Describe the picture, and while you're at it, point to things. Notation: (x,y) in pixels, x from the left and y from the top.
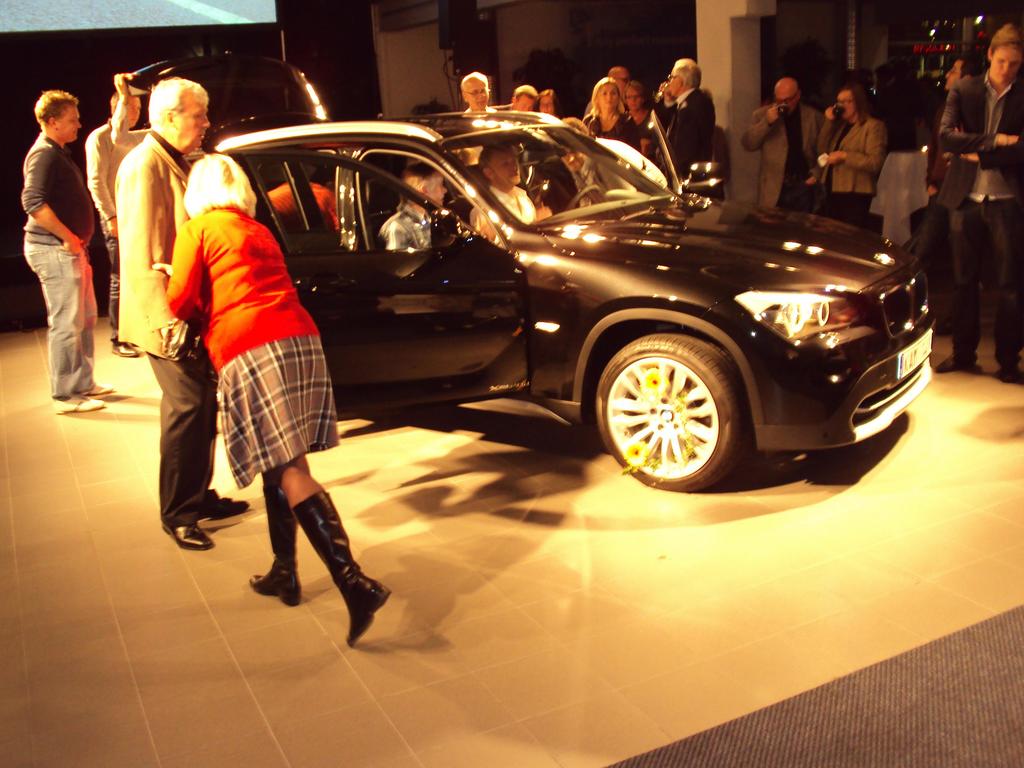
In this image I can see number of people (30,195) are standing around this car (709,290). I can also see few more people (437,183) are sitting in car (450,168).
